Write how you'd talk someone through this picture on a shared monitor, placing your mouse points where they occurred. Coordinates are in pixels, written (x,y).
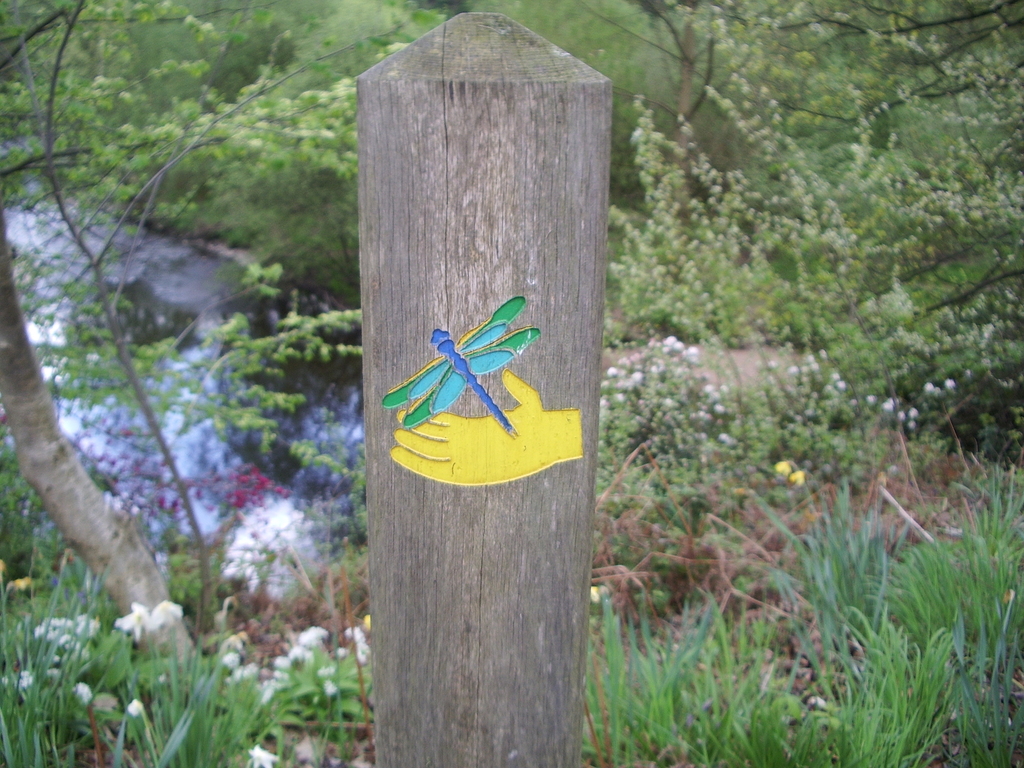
In front of the picture, we see a wooden pole (517,359) on which an insect (479,367) and the hand (527,438) of a person (479,443) is drawn or it might be the stickers (497,428). At the bottom of the picture (623,633), we see the grass (882,606) and the plants (203,652). There are trees (238,364) and water (352,413) in the background (707,245).
